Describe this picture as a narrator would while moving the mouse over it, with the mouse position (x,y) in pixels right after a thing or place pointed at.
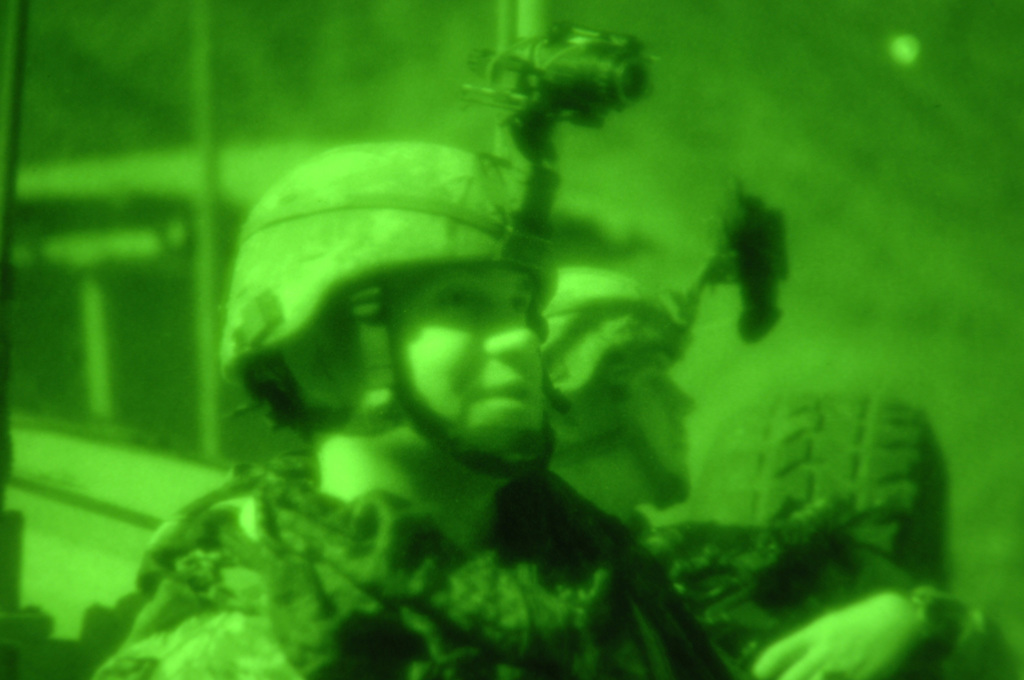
This image is in green color. Here I can see two people (343,477) wearing costume (520,596), helmets (573,320) on their heads (517,311) and looking at the right side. There are cameras (587,101) attached to their caps (487,226). On the right side (885,489) there is black color object (869,487). On the left side (102,318) there is a white color object (92,429) seems to be a vehicle (43,252). It seems like this picture is taken at night.
